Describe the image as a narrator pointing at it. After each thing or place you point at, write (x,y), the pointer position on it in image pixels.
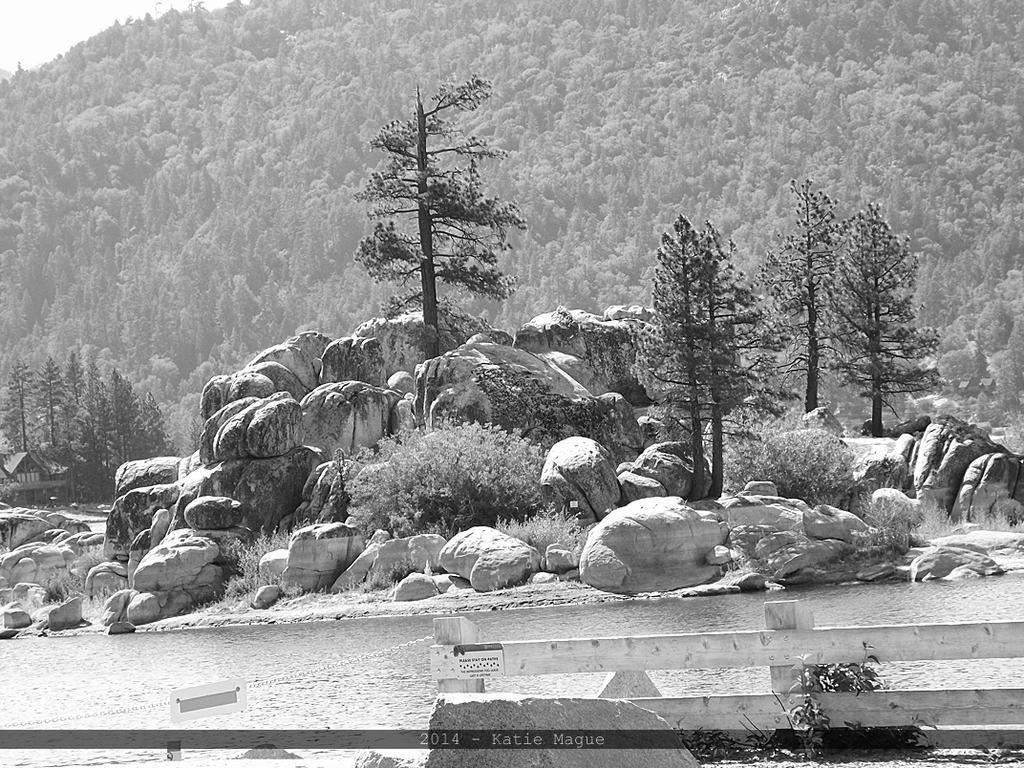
In this image I can see fence (766,719), grass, plants (811,725), water (350,681), stones (329,546), rocks (413,552), trees (548,246), mountains (340,287), text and the sky (77,35). This image is taken may be near the lake (83,667).
